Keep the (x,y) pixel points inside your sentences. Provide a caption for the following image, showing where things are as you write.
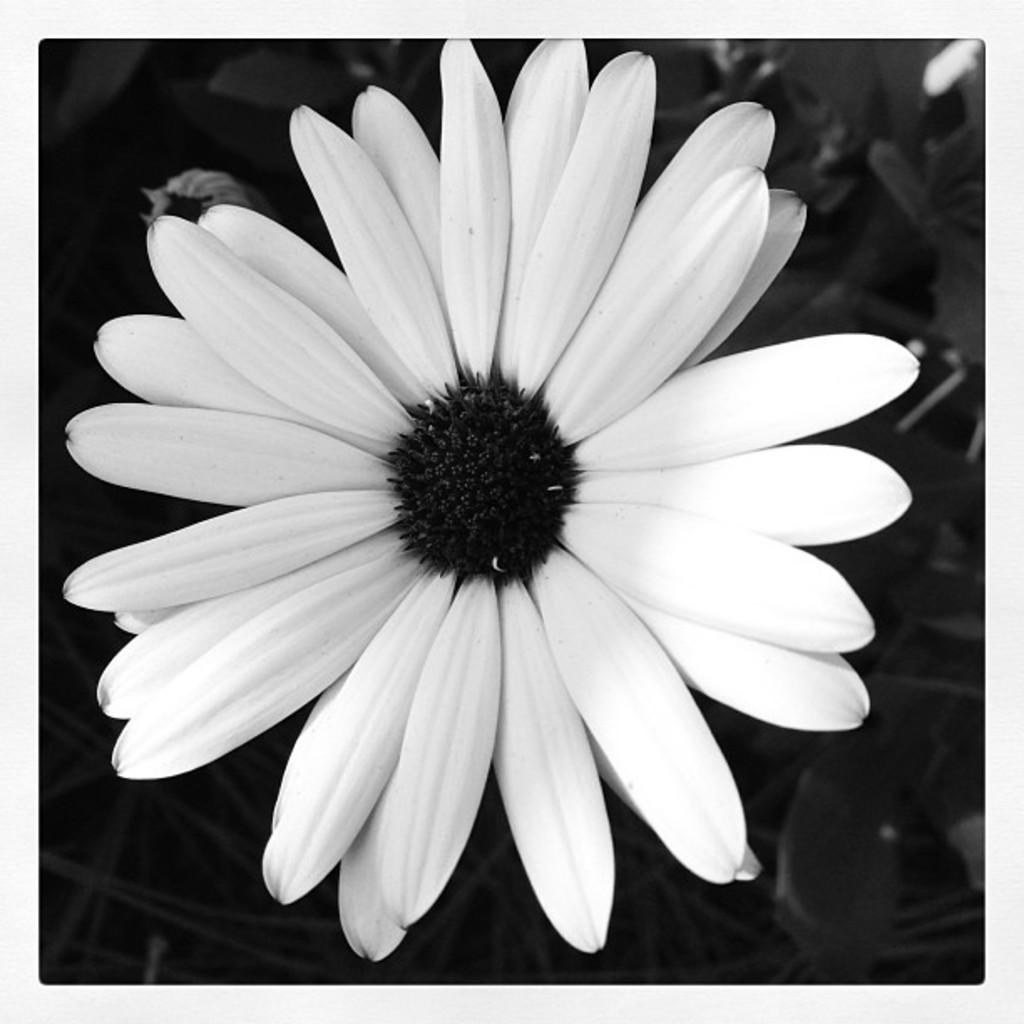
In the image I can see a plant (665,441) to which there is a flower (571,393) which is in white color.
